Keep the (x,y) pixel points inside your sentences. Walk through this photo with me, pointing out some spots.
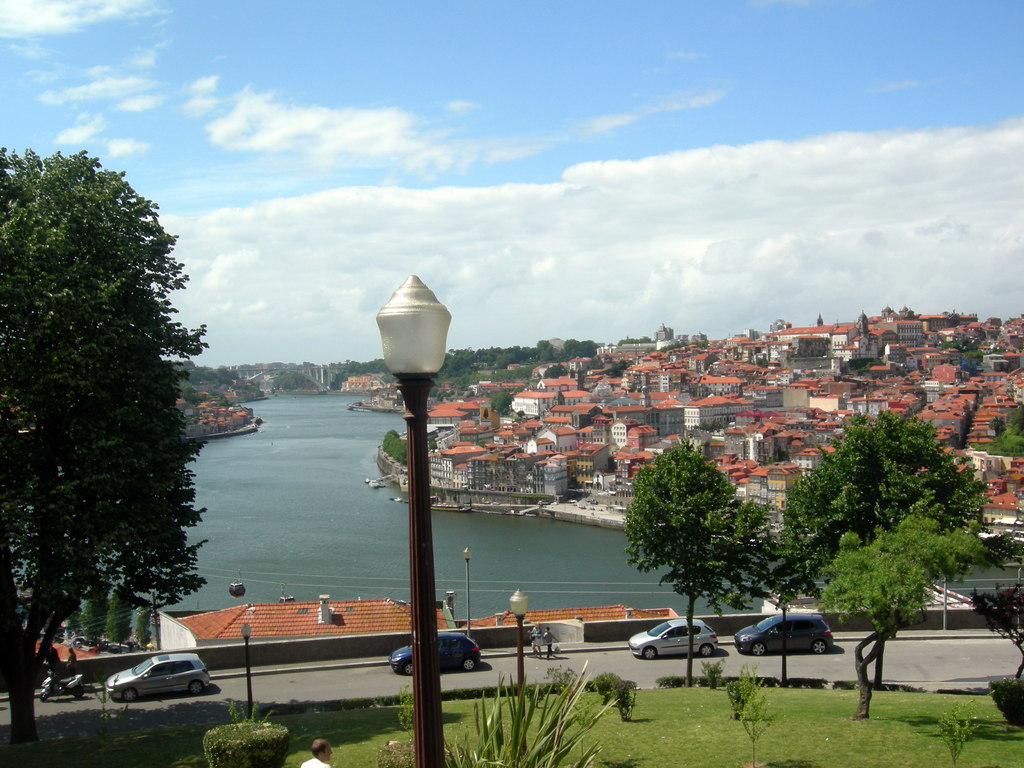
This is a top view of an area I can see buildings (852,409) on the right side of the image (825,393) I can see light poles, road (581,664) and trees (1010,635) and garden (699,719) in the center of the image (666,492) towards the bottom (210,743) and I can see a lake (317,455) and at the top of the image (456,157) I can see the sky (548,184).
